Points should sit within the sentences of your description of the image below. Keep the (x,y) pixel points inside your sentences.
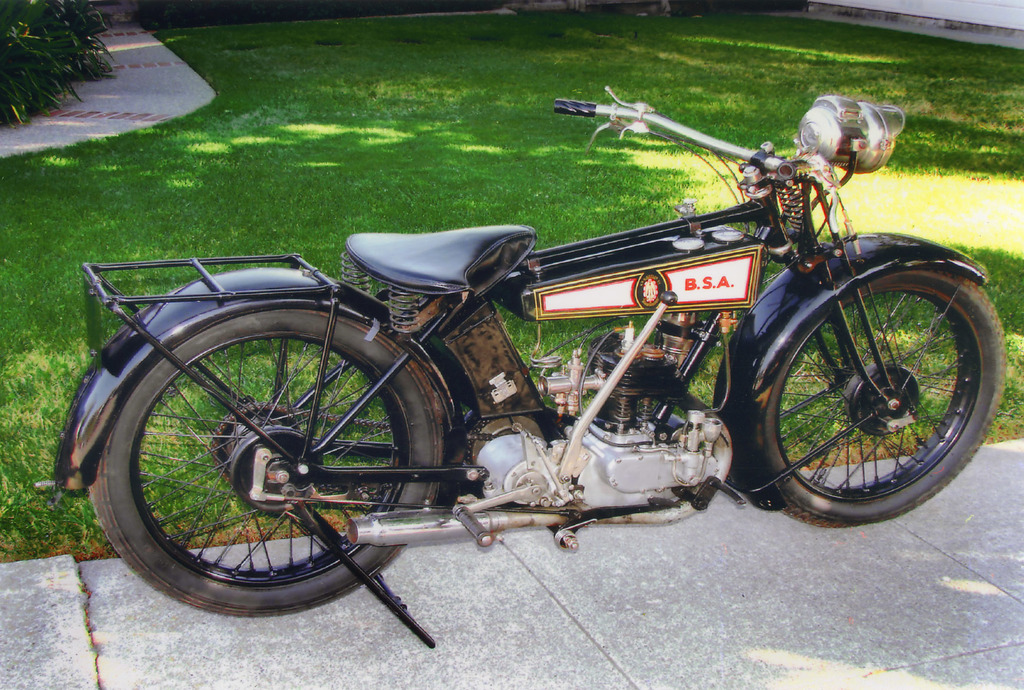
In this image we can see a motor vehicle (472,517) placed on the ground (604,564). We can also see grass (364,161) and some plants (48,94).
